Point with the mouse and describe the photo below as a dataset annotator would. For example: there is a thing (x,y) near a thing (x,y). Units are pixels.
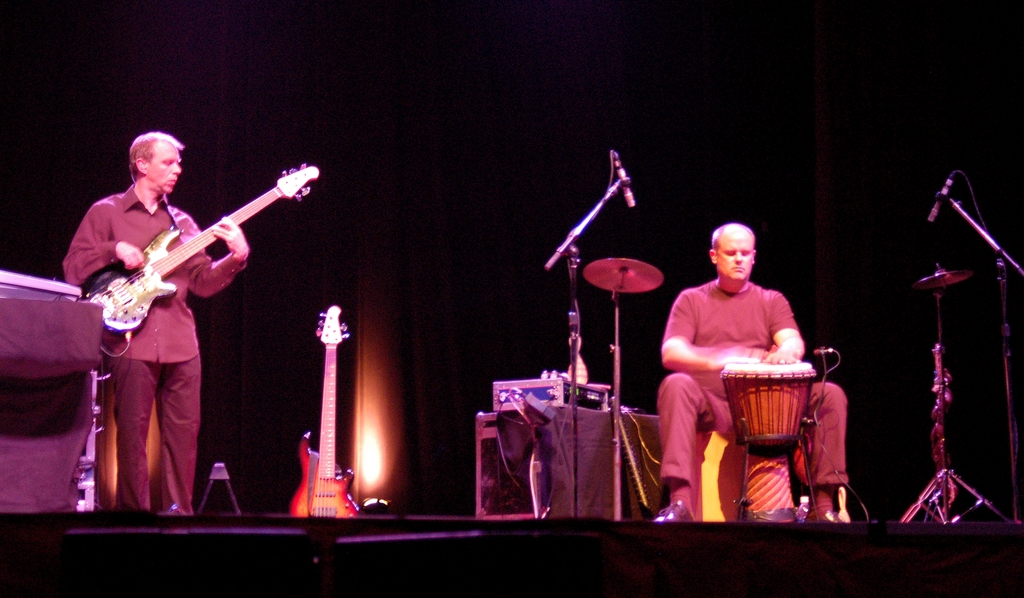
In this picture we can see a man (185,290) who is playing guitar (167,265). Here we can see a man (665,447) who is sitting on the chair (718,499) and playing some musical instrument (778,378). This is mike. On the background (352,187) there is a curtain (442,275). And this is light (370,456).
